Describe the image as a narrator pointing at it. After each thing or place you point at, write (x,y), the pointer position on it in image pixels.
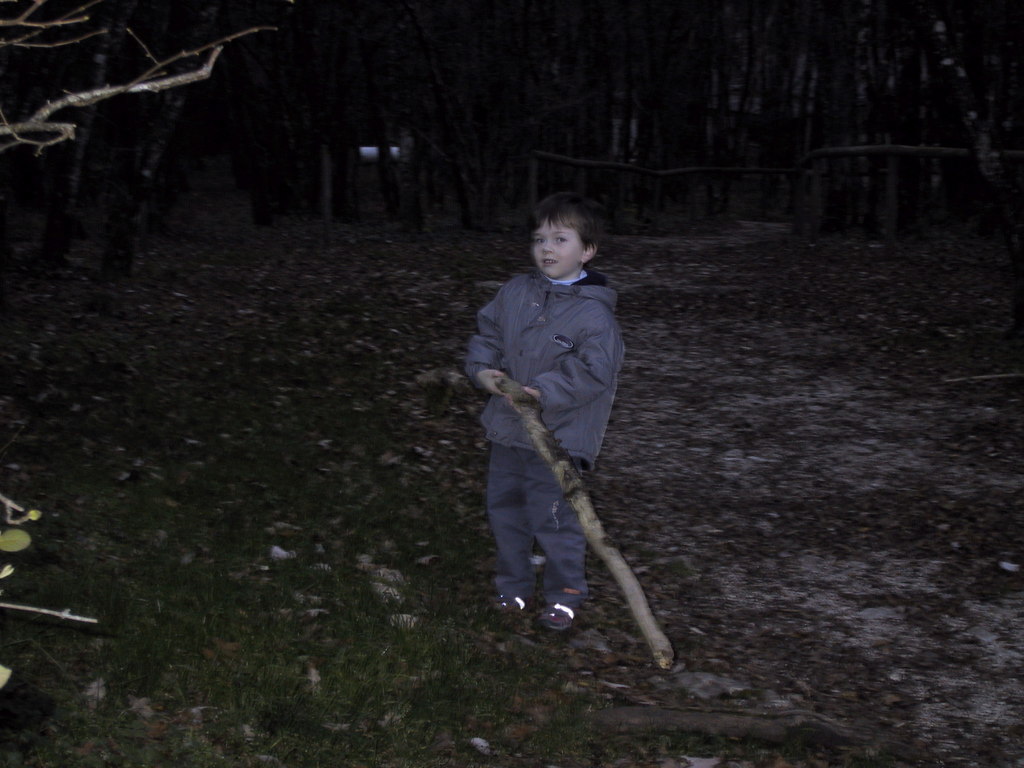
In this picture I can see a boy (580,338) standing and holding a wooden staff (508,380), there is grass (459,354), and in the background (716,65) there are trees (260,115).
